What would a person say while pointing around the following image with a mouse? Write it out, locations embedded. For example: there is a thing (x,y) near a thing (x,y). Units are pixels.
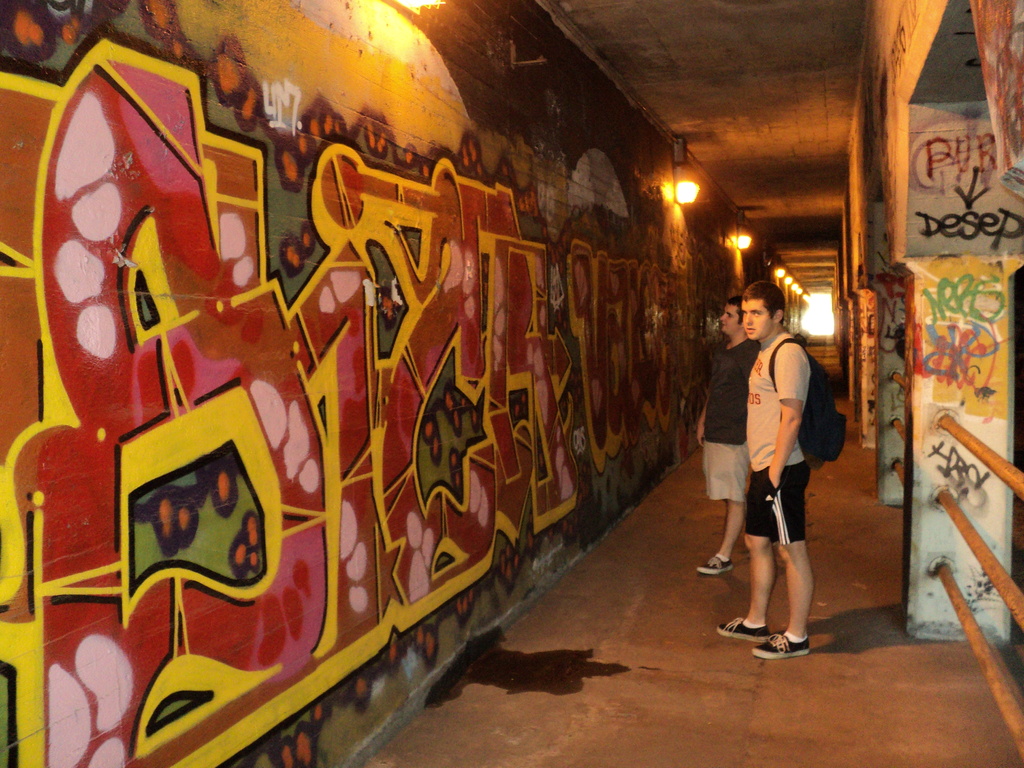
In this picture there is a view of the tunnel (956,291). In the front (755,544) there are two boys (733,395) standing and looking straight. In the front (367,483) there is a wall (303,445) with spray paint (594,345) and some spotlights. On the right side (974,624) there is a yellow color railing (968,639).
